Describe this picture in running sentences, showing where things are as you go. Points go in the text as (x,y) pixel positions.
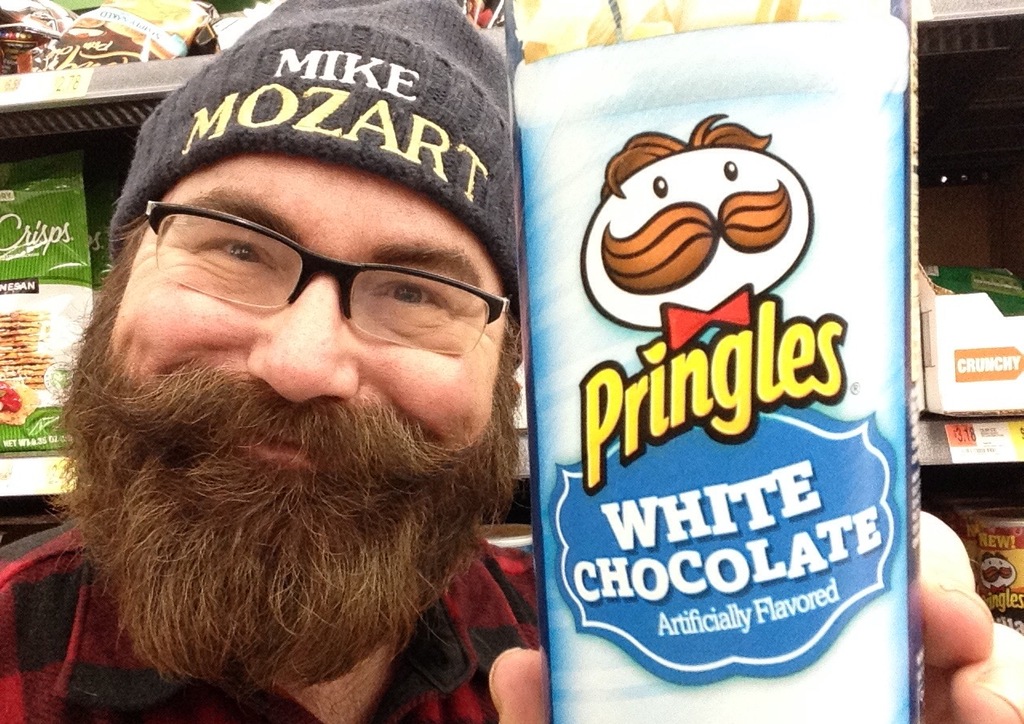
In the center of the image (414,471) we can see a person (483,342) is holding a packet (641,248). In the background of the image (67,355) we can see some packets (191,39) are present in the shelves (986,154).
